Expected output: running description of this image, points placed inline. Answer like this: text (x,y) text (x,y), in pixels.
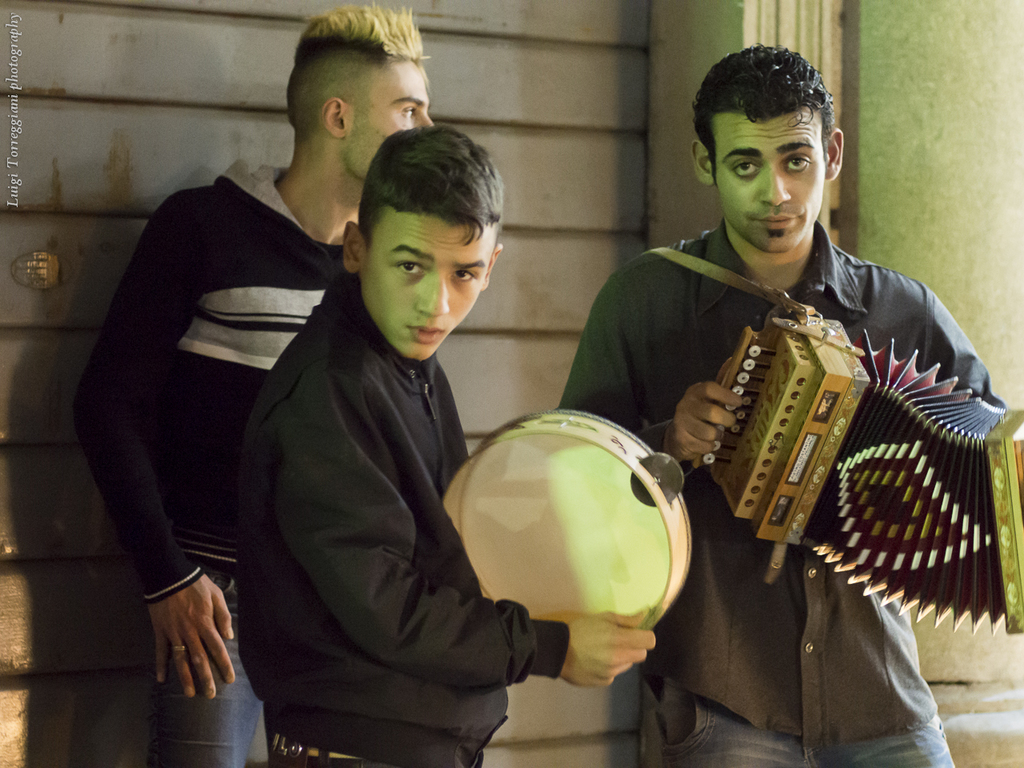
In this picture we can see three men (348,338) are standing, a man (357,349) in the front (544,410) is holding a drum (482,495), a man (713,315) on the right side (904,448) is holding a musical instrument (810,432), in the background (923,160) there is a wall (946,150), we can see some text (16,109) at the left top of the picture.
